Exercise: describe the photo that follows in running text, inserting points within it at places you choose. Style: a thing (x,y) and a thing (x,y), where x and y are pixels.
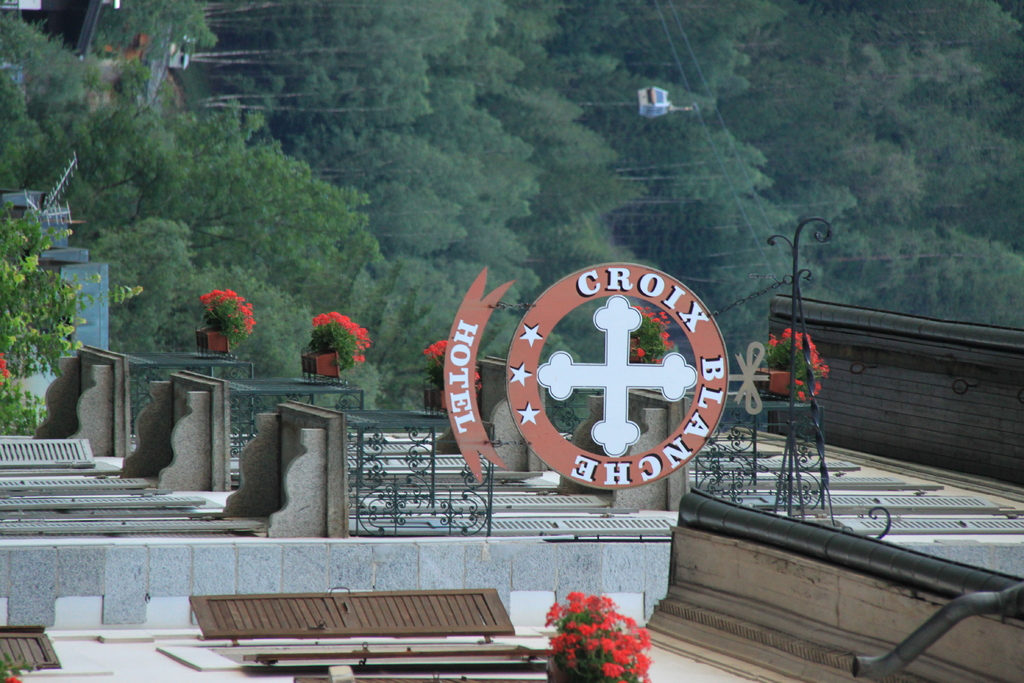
In this image we can see building (876,518) and a board (609,377) is attached to the building (551,522). Top of the image (620,68) trees (447,137) are there and wires (693,57) are present.
